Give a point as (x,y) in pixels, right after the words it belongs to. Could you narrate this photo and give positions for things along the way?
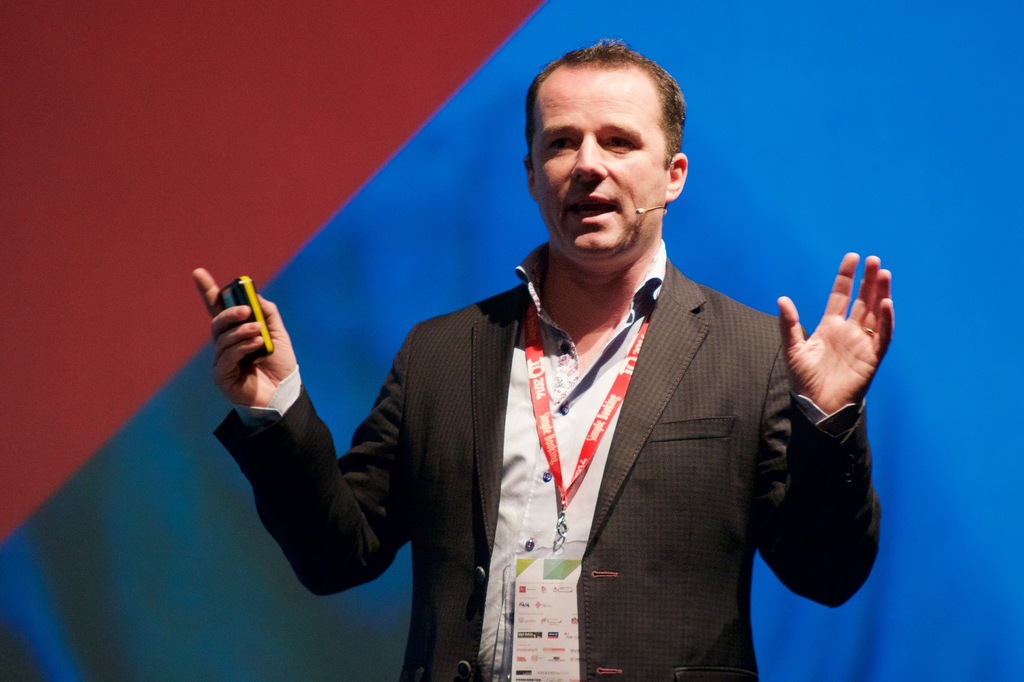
In this image we can see a person (725,442) wearing black color suit (721,443) holding some object (231,287) in his hands (232,361) and put a microphone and at the background of the image (362,26) there is red and blue color sheet (364,39).
